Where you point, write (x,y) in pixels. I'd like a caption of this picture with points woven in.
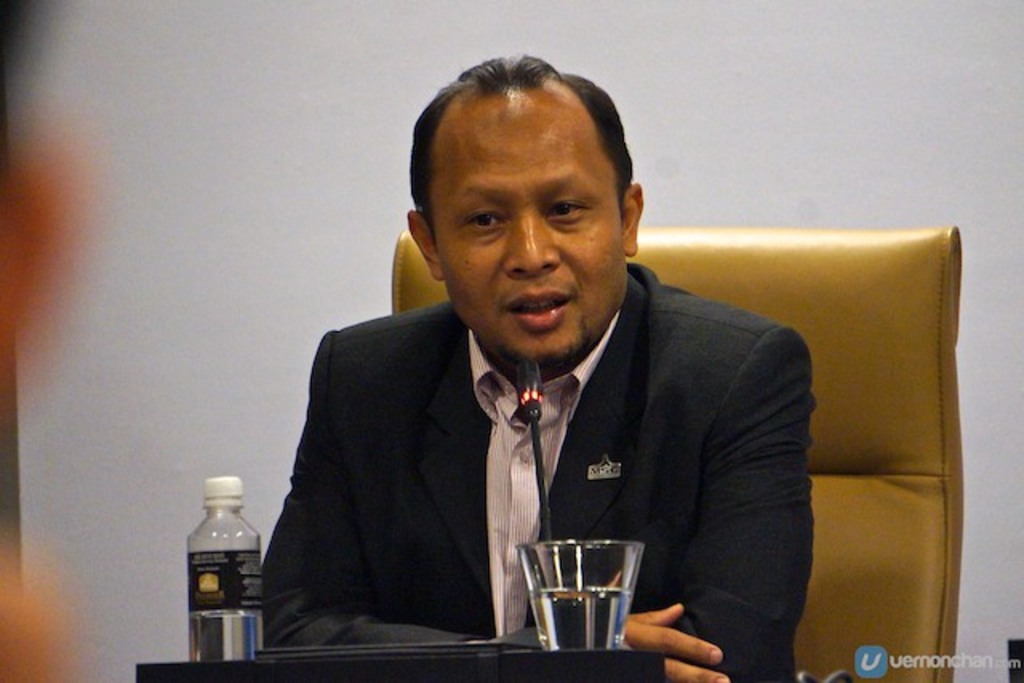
In this image we can see a man (538,352) sitting on a chair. At the bottom of the image (242,558) we can see a bottle (235,597) and a glass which are placed on the surface (534,655). On the backside (272,333) we can see a wall (169,359).
